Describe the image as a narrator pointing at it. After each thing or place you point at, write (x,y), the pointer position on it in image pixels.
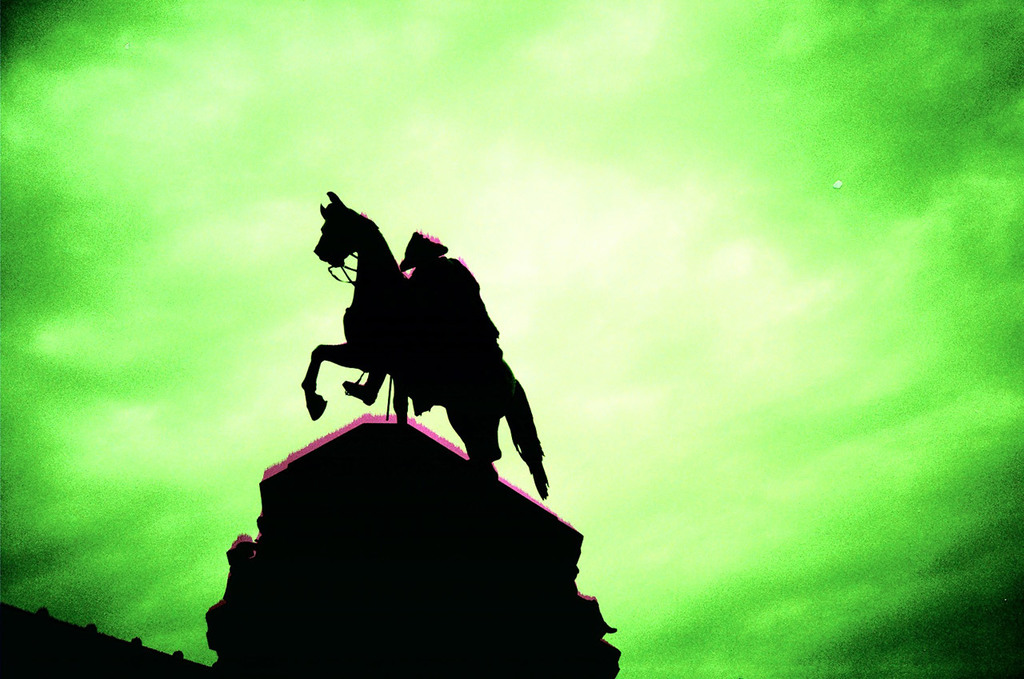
In this image there is a sculpture (364,425), in the background (715,477) there is green color.
